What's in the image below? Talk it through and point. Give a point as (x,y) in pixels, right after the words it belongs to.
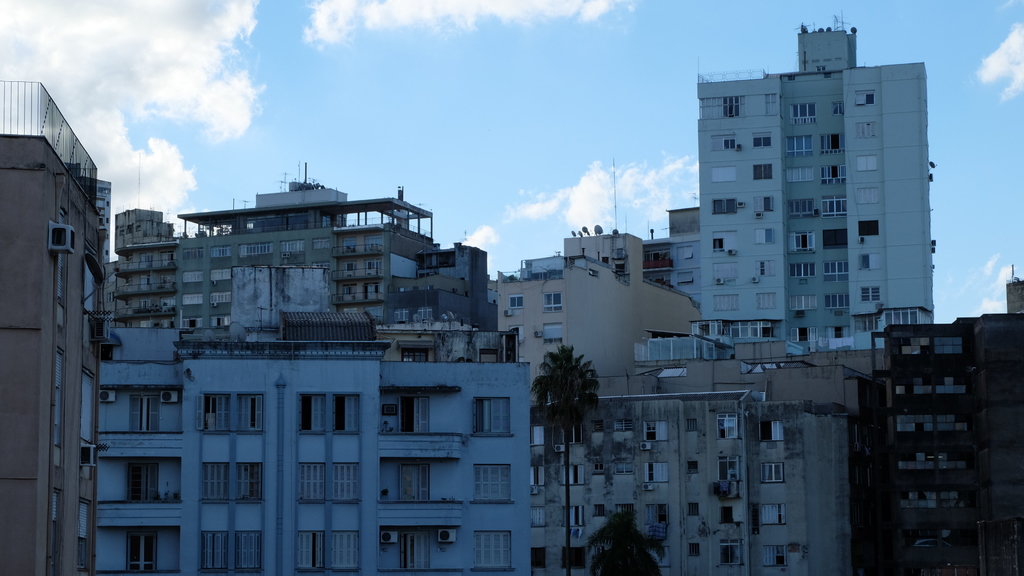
In this image there are buildings (502,419), trees (569,412) and sky (539,139).
